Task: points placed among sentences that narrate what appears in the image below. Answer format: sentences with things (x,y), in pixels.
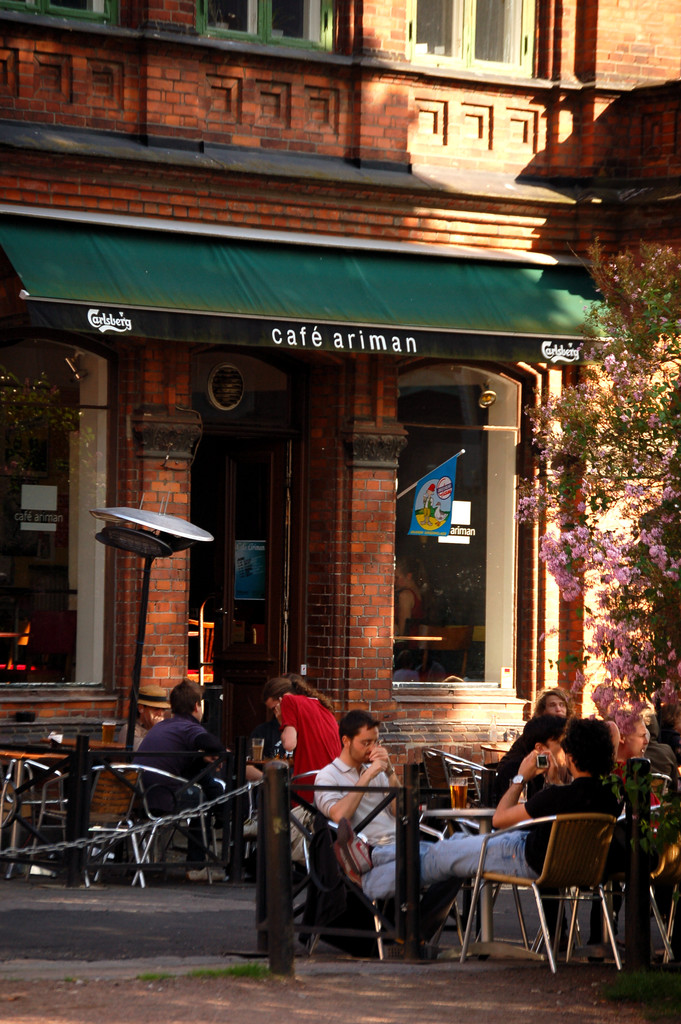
There are few people (295,701) sitting in the chair (317,841) in front of a building (304,365). On the right (627,607) there is a tree (608,580).
